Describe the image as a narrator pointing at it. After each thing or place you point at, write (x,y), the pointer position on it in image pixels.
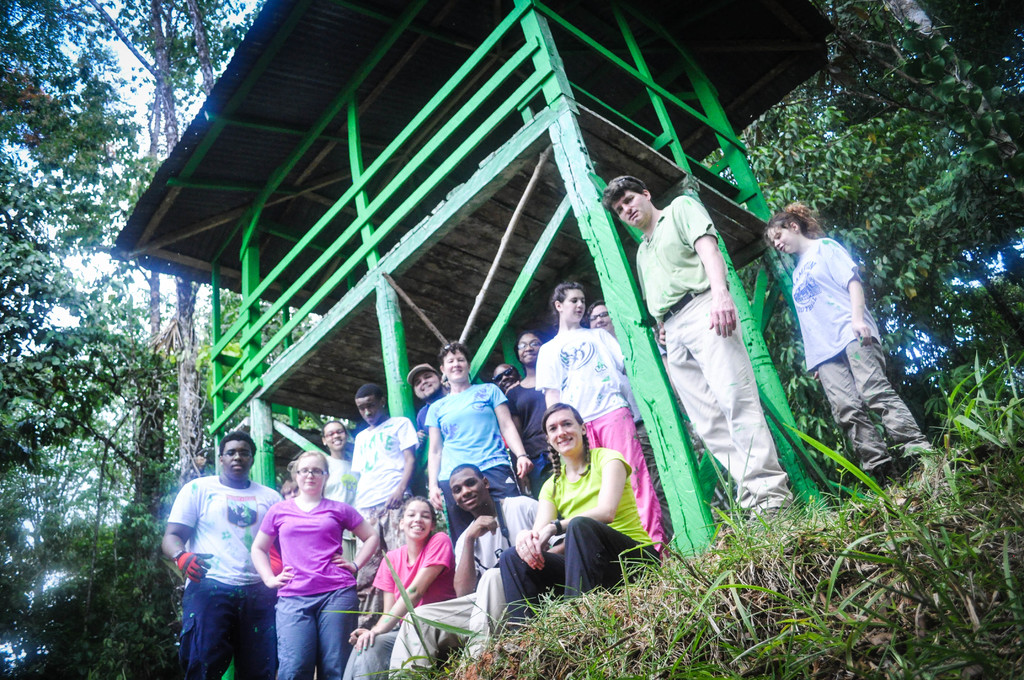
In the center of the image (502,284), we can see a shed (319,232) and there are people (681,346), some of them are standing and some are sitting and there is a person (198,565) wearing glove (201,554) and in the background (839,124), there are trees (840,169). At the bottom (753,608), there is ground (760,598) covered with grass (749,582).
